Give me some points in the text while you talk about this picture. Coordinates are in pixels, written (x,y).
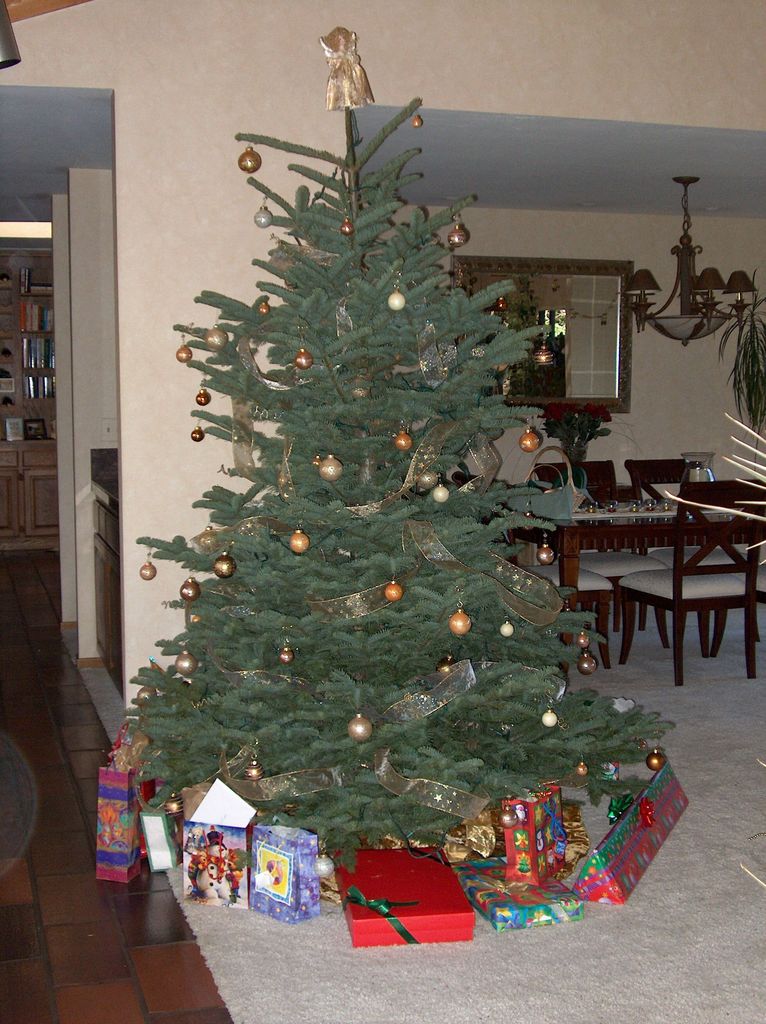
I can see a Christmas tree (387,699), which is decorated with the balls (252,157). These are the gifts (347,875), which are placed on the floor (396,971). I can see a table (612,518) and the chairs (601,466). This looks like a flower vase (573,441) with the flowers (575,433) in it. Here is a lamp (681,288) hanging. I think this is a carpet (502,961) on the floor (182,993). These are the pillars (67,407). In the background (39,434), I can see few objects (33,424) placed in the rack (19,393).
